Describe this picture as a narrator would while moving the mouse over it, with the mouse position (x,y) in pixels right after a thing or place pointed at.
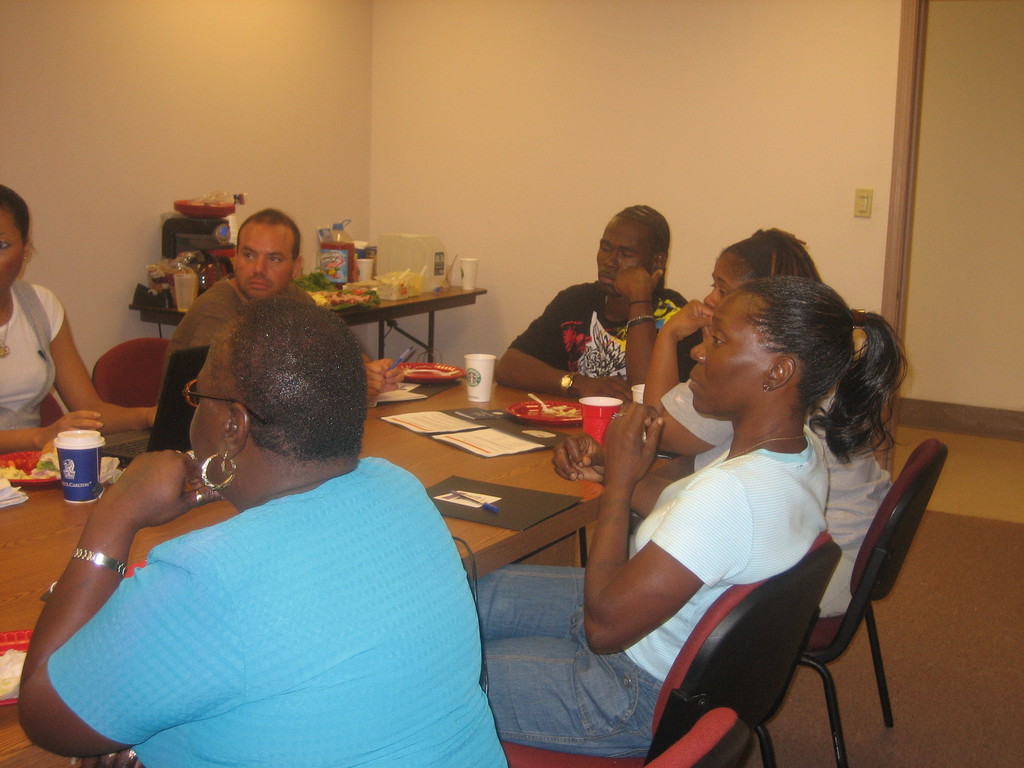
This persons (124,537) are sitting on a chair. In-front of this person (261,503) there is a table (565,491). On a table (497,539) there is a paper (491,433), cup (487,391), plate (541,407) and spoon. This woman (310,407) in blue t-shirt (321,507) wore spectacles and wrist watch (110,568). Far there is a table (335,310). On a table (354,317) there are things (425,244).
